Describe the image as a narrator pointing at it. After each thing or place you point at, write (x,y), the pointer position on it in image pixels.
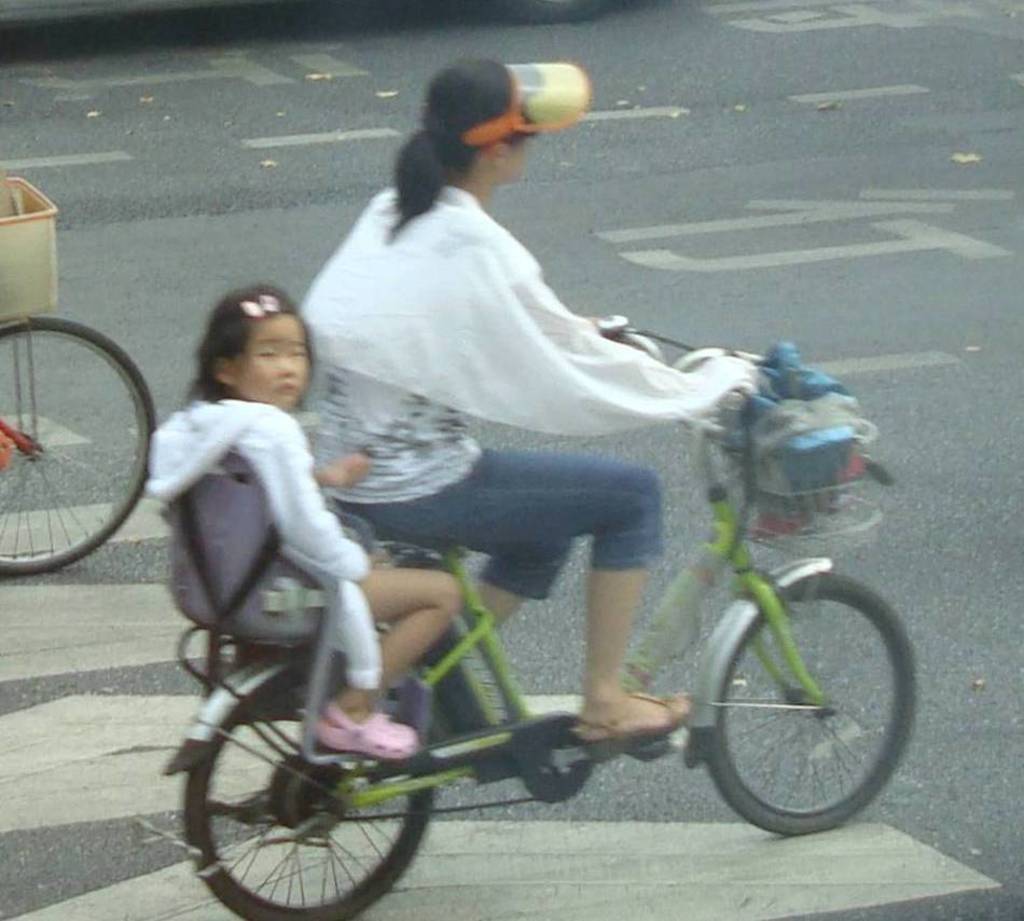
In this picture in the middle (579,475), we can see two people (623,485), one woman (578,384) is riding the bicycle (516,755) and other girl (394,590) is sitting on the bicycle (504,745). On the left side (19,562), there is another bicycle (19,562) on the road (68,231). In the background (170,140), we can see a road (598,308).
